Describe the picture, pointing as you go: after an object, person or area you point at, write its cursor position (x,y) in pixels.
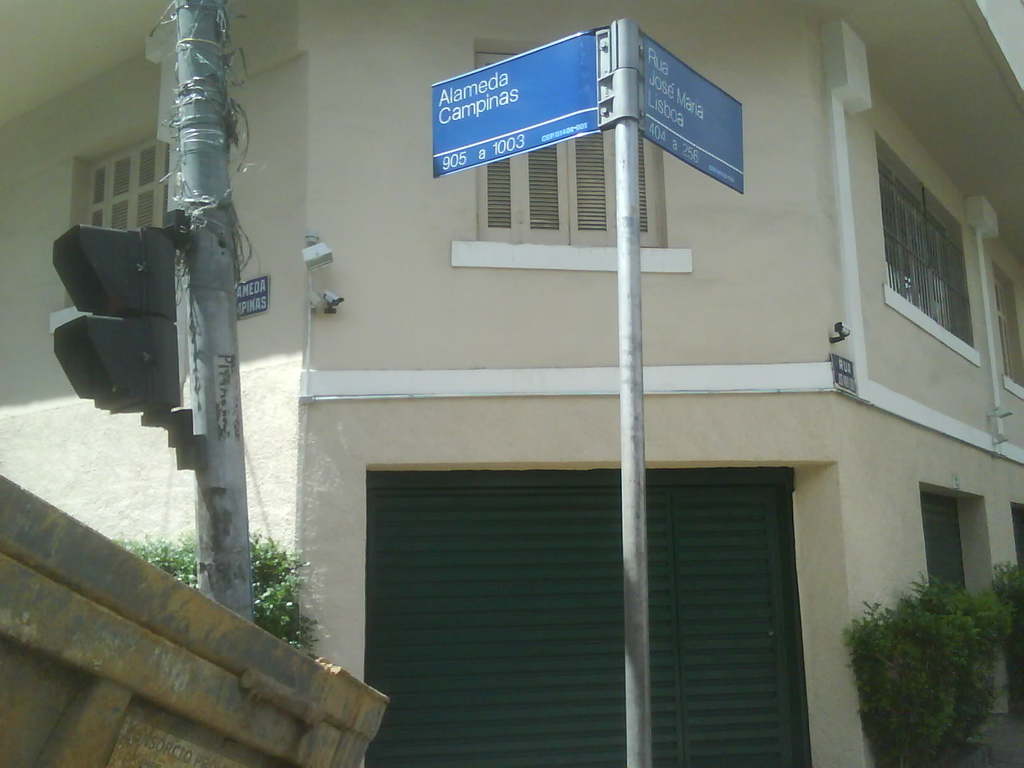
In this picture we observe a sign board pole (549,77) on which Alameda campinas is written and there is a traffic light pole (202,262) beside it and in the background (160,214) we observe a building (518,564) which has glass windows (527,218).
